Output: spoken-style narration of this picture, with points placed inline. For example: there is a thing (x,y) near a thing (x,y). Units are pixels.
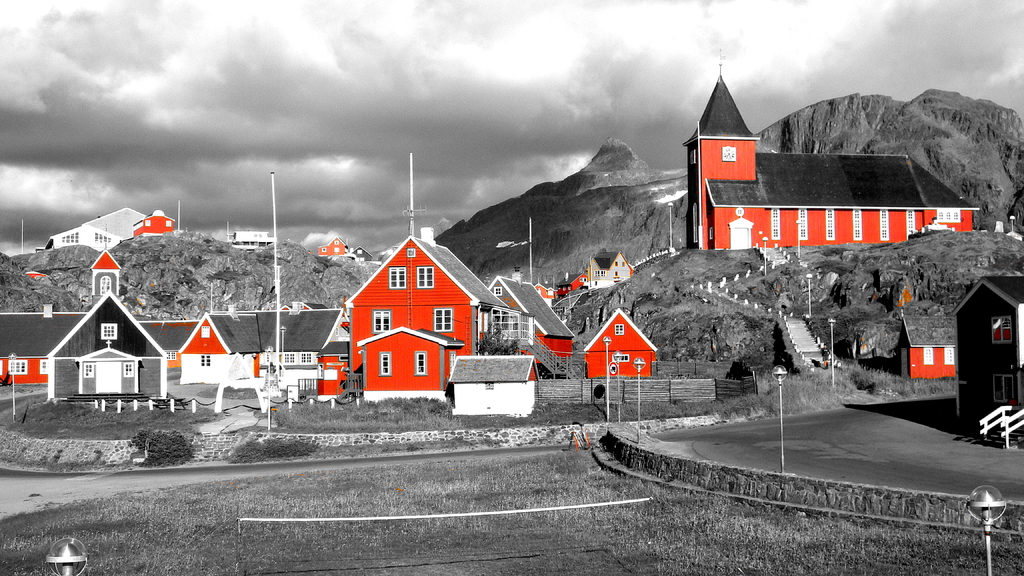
In this picture we can see grass (379,484), net (615,542), poles (641,397), lights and road (846,408). We can see houses (614,325), plants (848,359) and hills (876,335). In the background of the image (523,90) we can see the sky (332,146) with clouds (335,189).
